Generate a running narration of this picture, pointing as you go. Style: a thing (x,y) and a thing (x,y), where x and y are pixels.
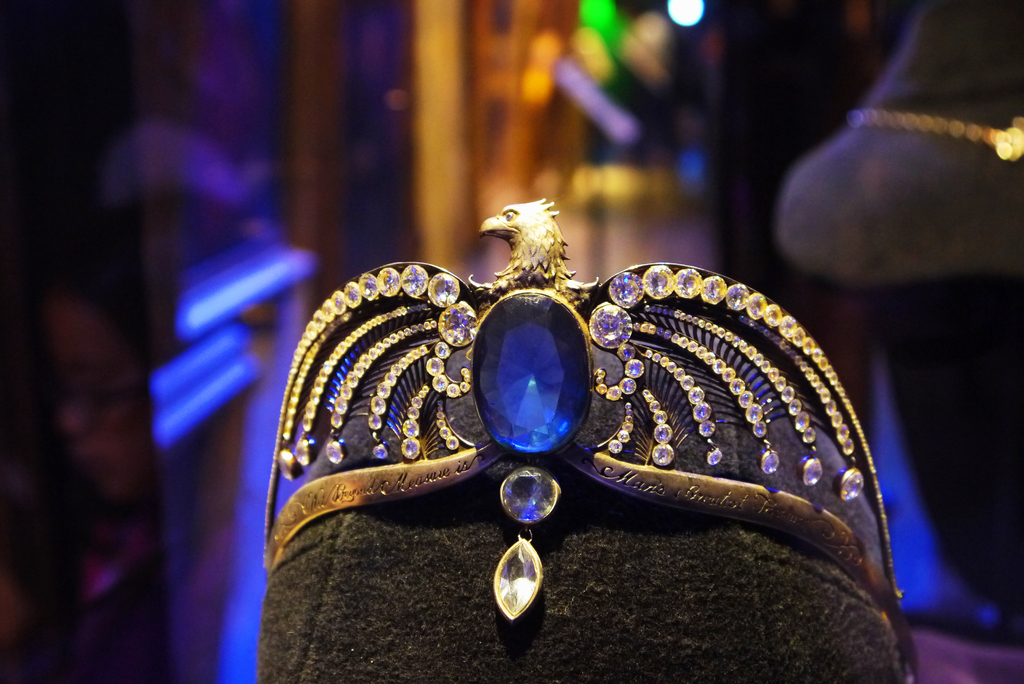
Here in this picture we can see a crown (471,333), which is shaped as an eagle (770,357) present over there and in the middle of it we can see a blue gemstone (488,351) present and behind it also we can see a necklace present over there.
